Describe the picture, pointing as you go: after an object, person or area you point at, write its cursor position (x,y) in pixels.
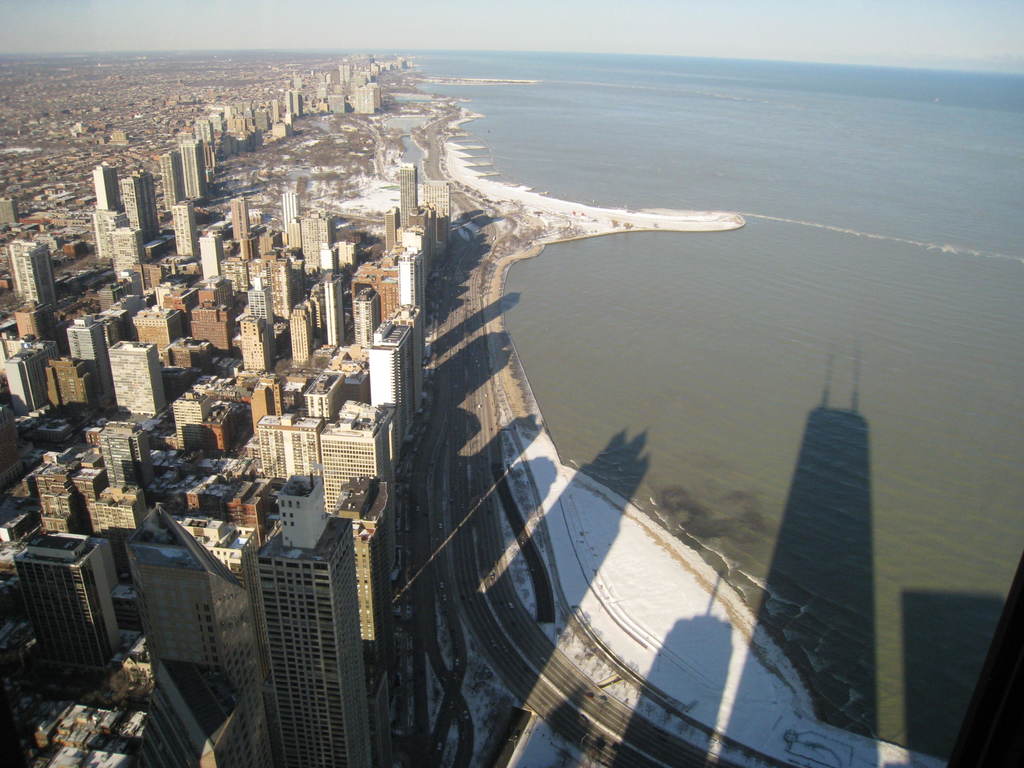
In this image I can see buildings (190,413) and a road (434,438). On the right side (963,237) I can see the water (844,303) and the sky (760,33).
